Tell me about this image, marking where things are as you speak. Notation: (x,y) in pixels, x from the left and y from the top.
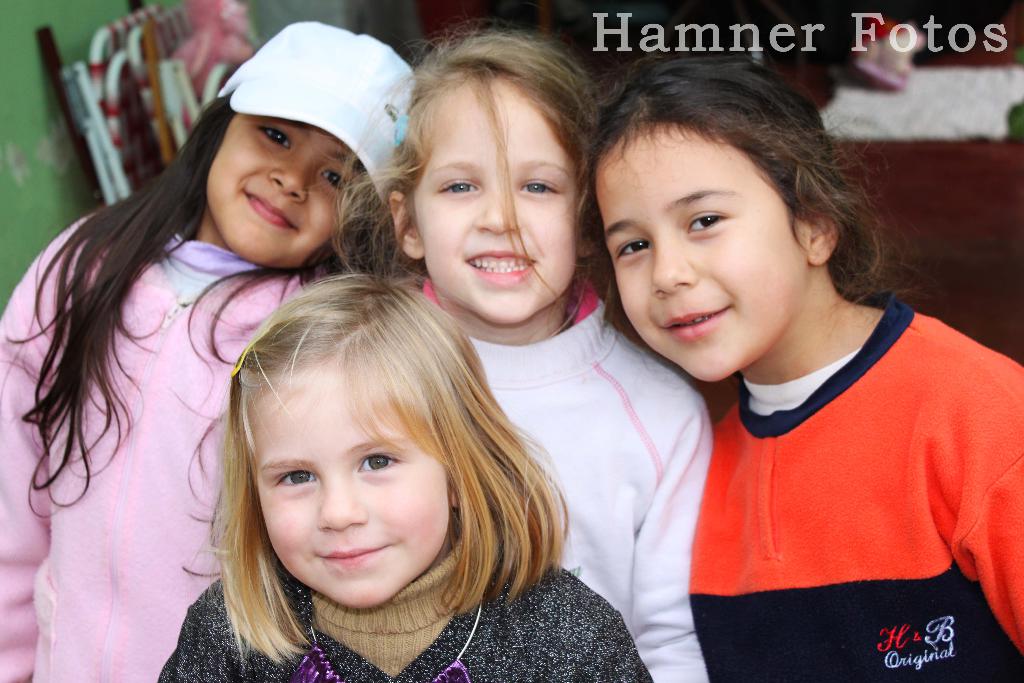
In this image we can see girls (353,227). In the background of the image (147,57) there are chairs (107,63). To the top right side of the image (750,36) there is some text (807,31).
